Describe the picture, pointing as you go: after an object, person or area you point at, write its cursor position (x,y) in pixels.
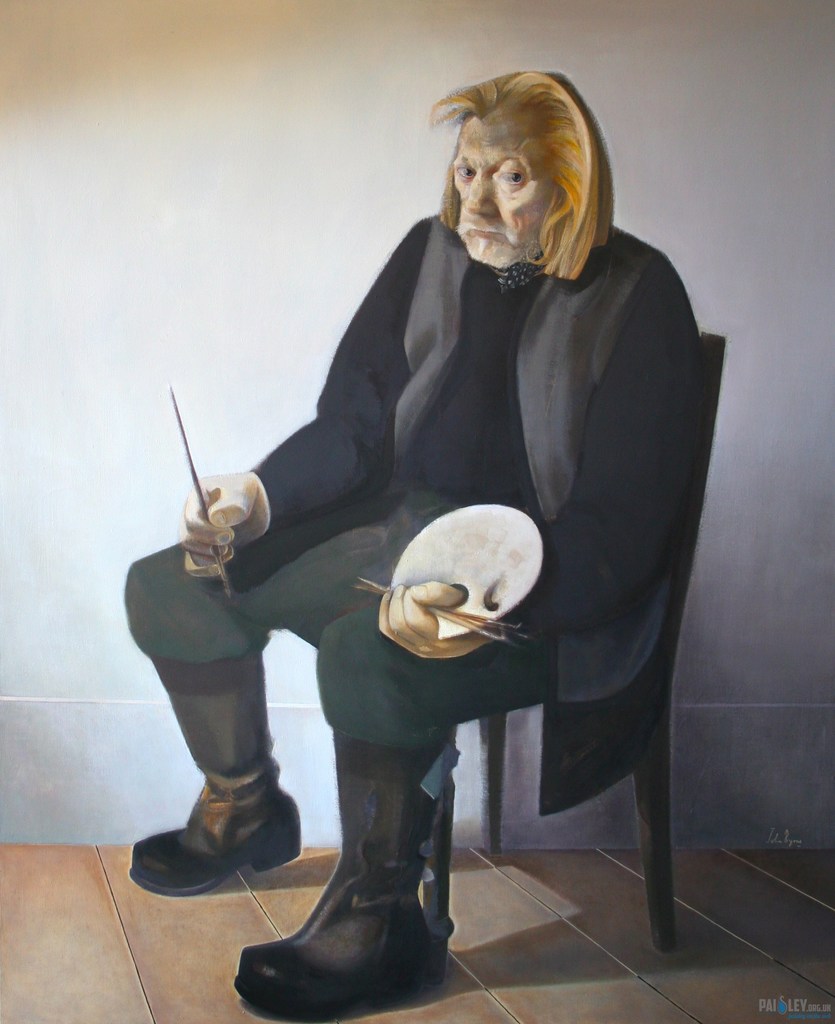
In the picture we can see a painting (396,701) of a person (432,701) sitting on the chair (447,850) on the floor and holding a paintbrush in one hand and some sticks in other hands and wearing a boot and black dress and with a golden hair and in the background (792,570) we can see a wall (792,570) which is white in color.
